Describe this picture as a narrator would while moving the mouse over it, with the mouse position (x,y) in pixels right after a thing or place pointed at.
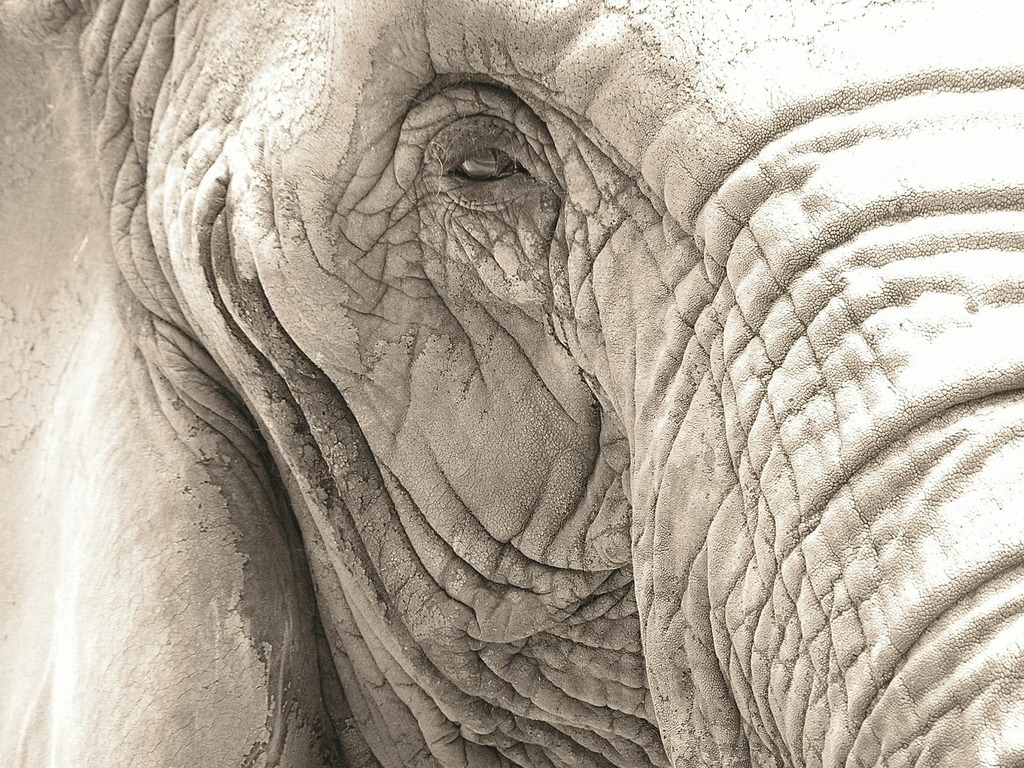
This image consists of an elephant (528,402). This image is taken may be during a day.
